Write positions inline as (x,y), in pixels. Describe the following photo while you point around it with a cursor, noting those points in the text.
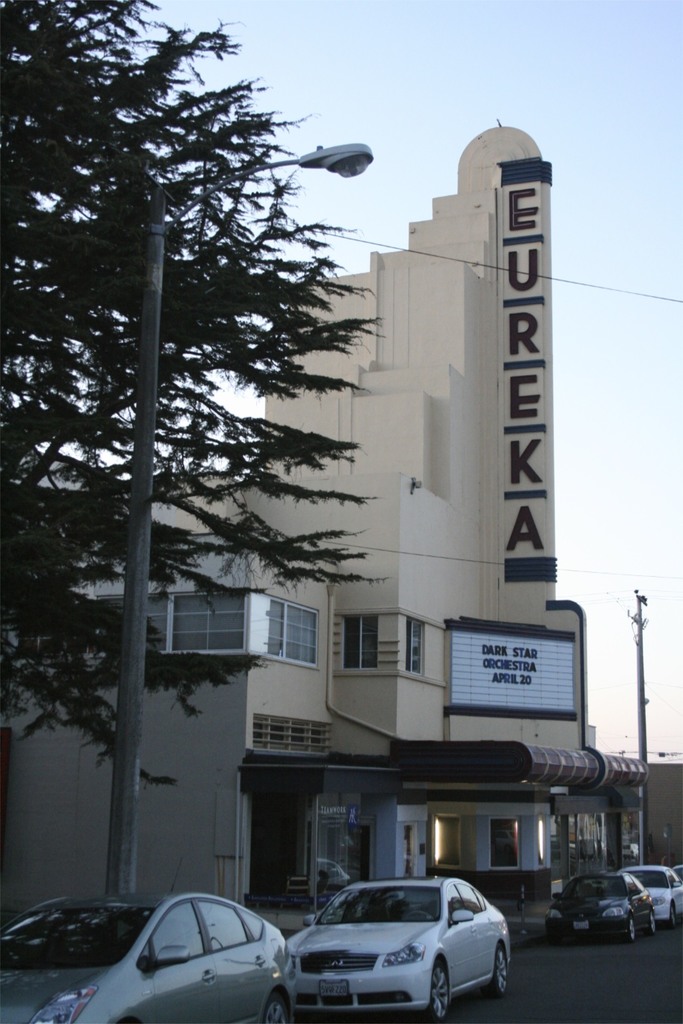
In this image I see a building (526,155) over here on which there is a word (535,193) written and I see a board (483,686) over here on which there are few more words (505,668) written and I see the cars (103,1009) on the road (553,967) and I see the poles (639,654), wire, a tree (271,497) and in the background (186,24) I see the sky (569,287).
